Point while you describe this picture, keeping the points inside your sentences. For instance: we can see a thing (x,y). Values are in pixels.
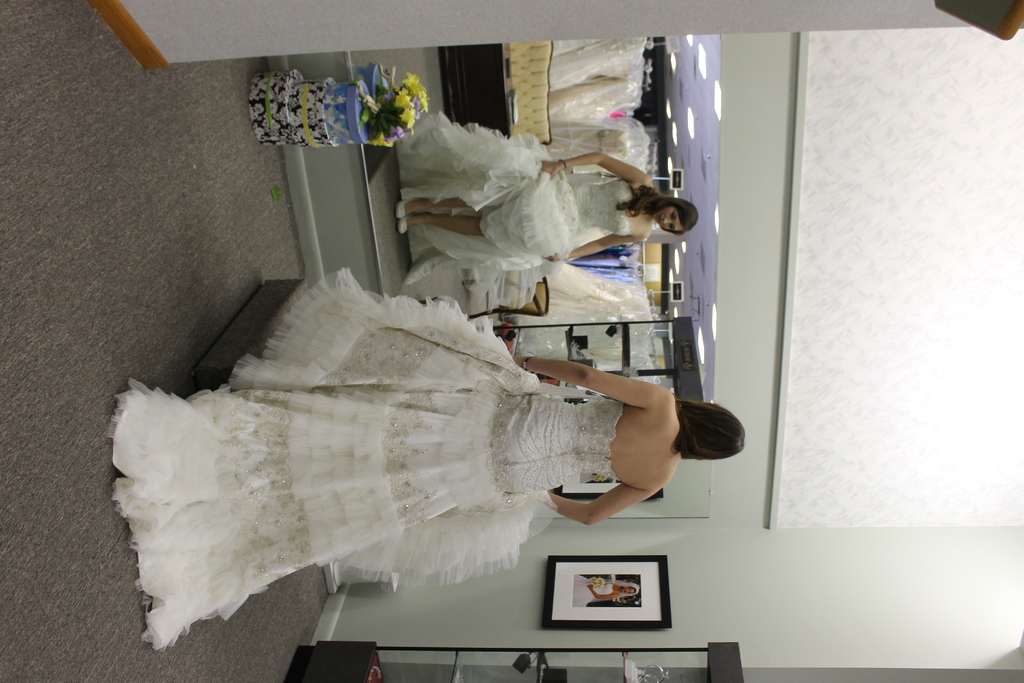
In the image is an inverted image. In the image a lady (481,424) wearing white gown (252,447) is standing in front of a mirror (561,198). In the mirror (501,239) there is reflection (485,200) of the lady (470,188) and the background of the room (597,336). On the ceiling (698,157) there are lights (691,129). Here there is a photo frame (602,613). This is a cupboard (563,674). This is a gift box (341,106) with a bouquet (382,104). In the background (555,101) there is sofa (532,90) and few more dresses (565,92) are there.
